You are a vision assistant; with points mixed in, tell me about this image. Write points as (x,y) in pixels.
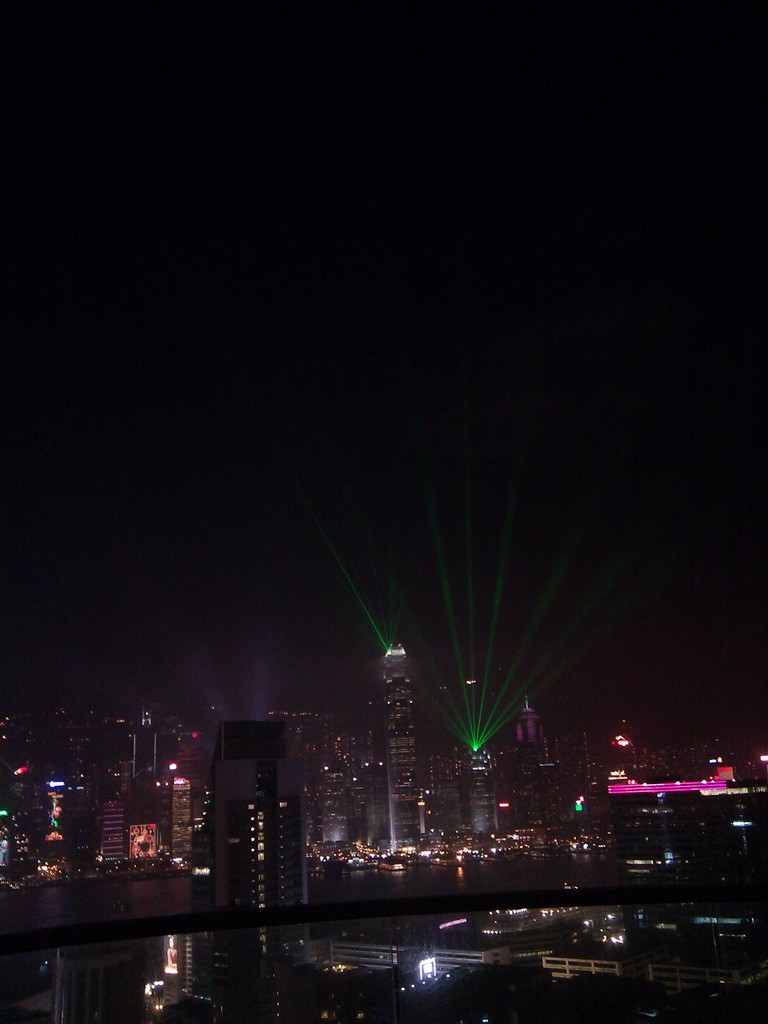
In this picture we can see there are building (339,788) with lights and behind the buildings (350,778) there is a dark background (245,220).
